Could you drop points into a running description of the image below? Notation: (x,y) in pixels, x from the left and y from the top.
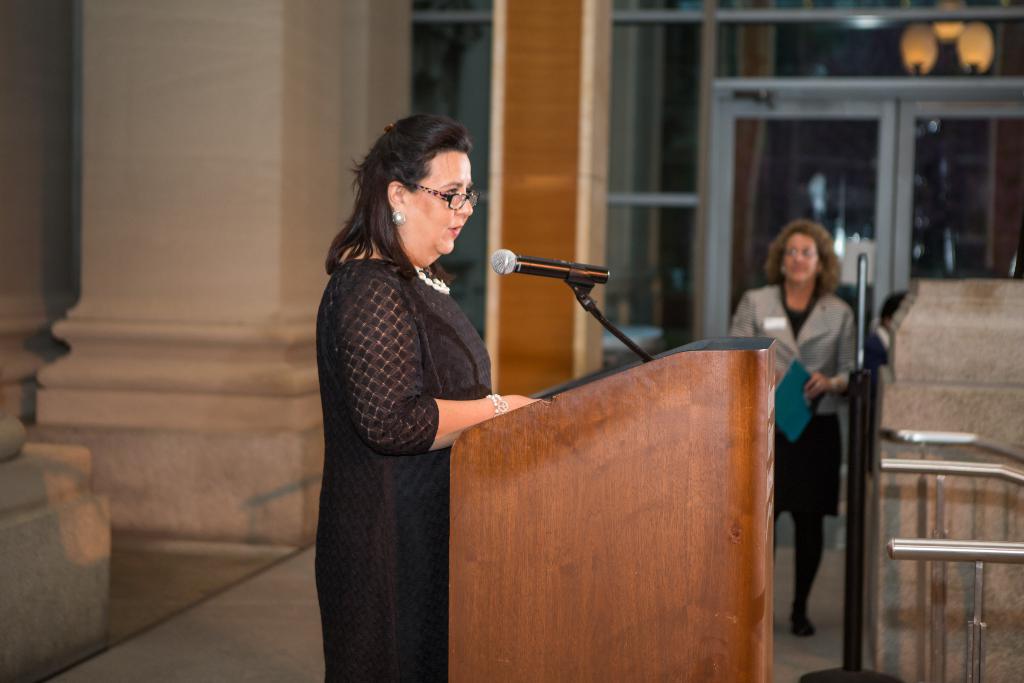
In this image there is a women (432,400) standing at the podium (548,522) and she is talking, there is an other women (796,458) standing and she is listening. At the left side of the image (186,130) there are two pillars (147,243) and at the back side (870,99) there is a door (803,133). There is a microphone (521,262) on the podium (631,461).
